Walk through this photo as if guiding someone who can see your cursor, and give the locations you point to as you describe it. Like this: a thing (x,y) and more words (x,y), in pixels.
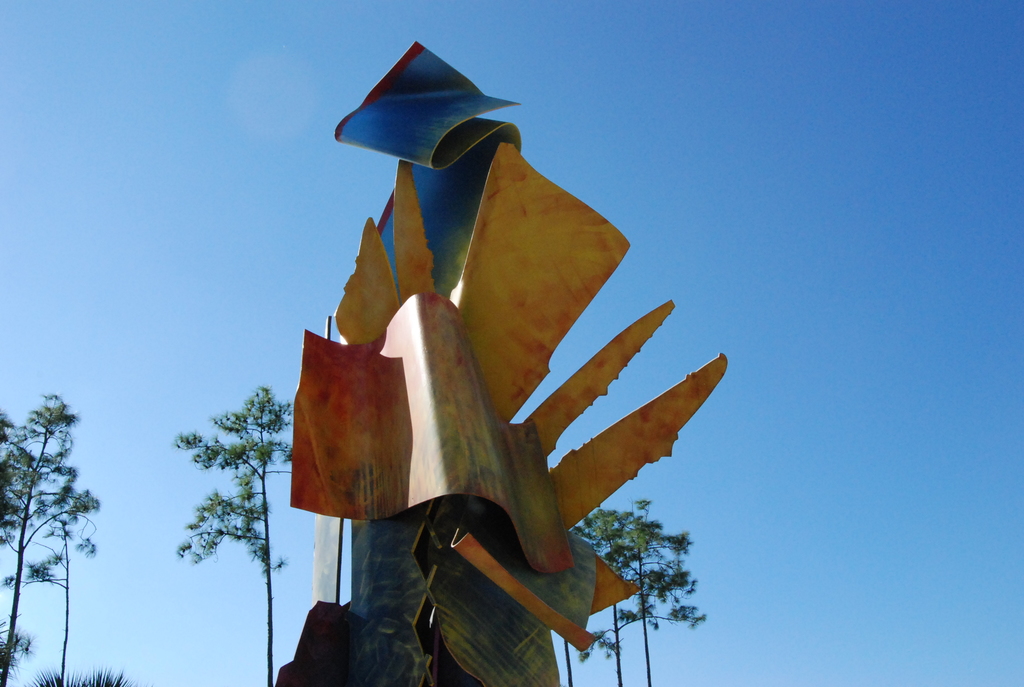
This image is taken outdoors. In the background (749,300) there is a sky (811,513) and there are a few trees (209,508). In the middle of the image (422,376) there is an architecture (434,376).
